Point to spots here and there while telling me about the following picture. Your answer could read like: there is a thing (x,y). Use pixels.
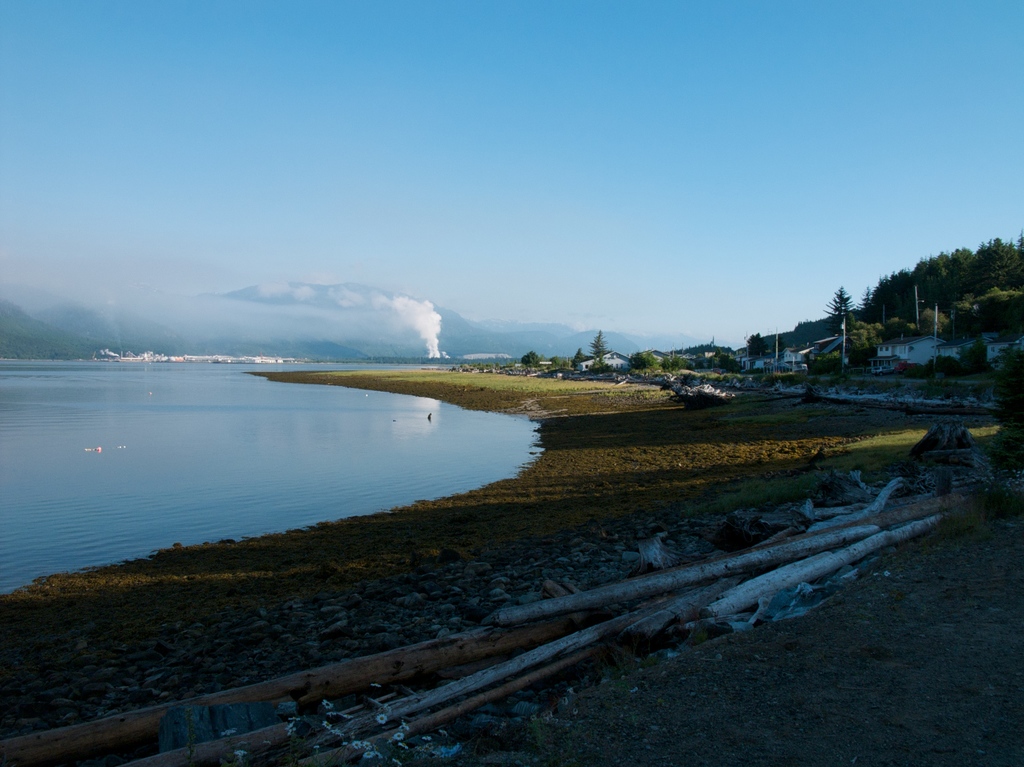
In this image I can see the ground (611,401), few wooden logs (647,578) on the ground (411,683), some grass (621,491) on the ground (693,456) and the water (243,443). In the background (758,352) I can see few trees (733,369), few buildings (813,361), some smoke (434,331), few mountains (382,317) and the sky (672,143).
